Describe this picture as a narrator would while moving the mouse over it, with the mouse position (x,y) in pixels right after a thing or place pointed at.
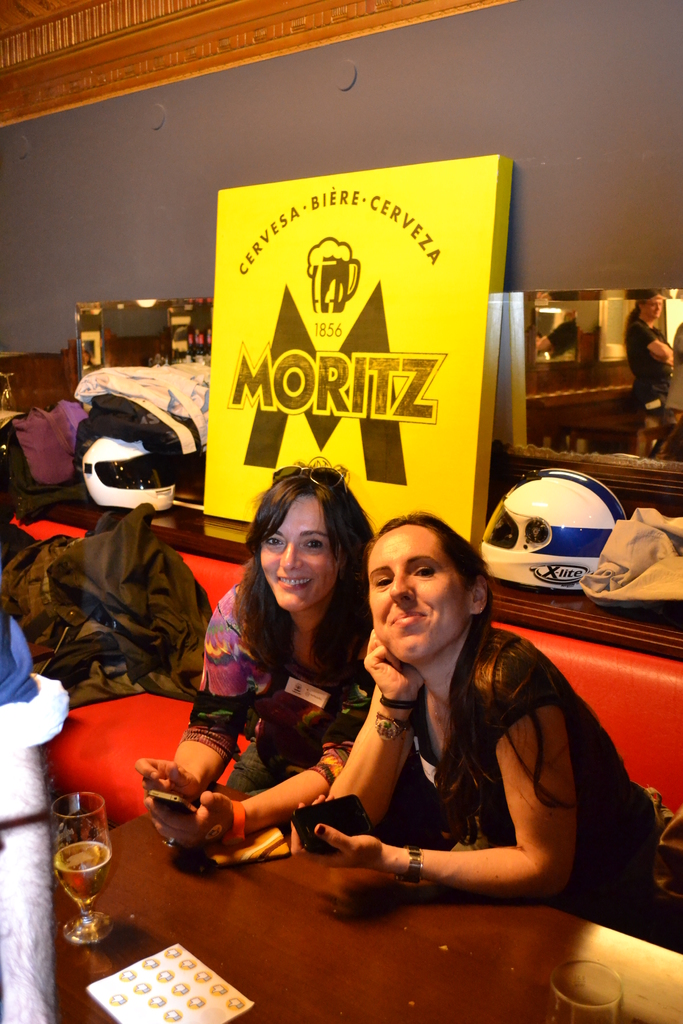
In the image there are two women (340,712) sitting and posing, in front of them there is a table (443,941) and there are two glasses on the table (417,936) beside them there are some jackets (133,524) and helmets (123,454), in the background (423,325) there is poster (389,260) and grey color wall (616,51) and also a wooden wall (248,27).
